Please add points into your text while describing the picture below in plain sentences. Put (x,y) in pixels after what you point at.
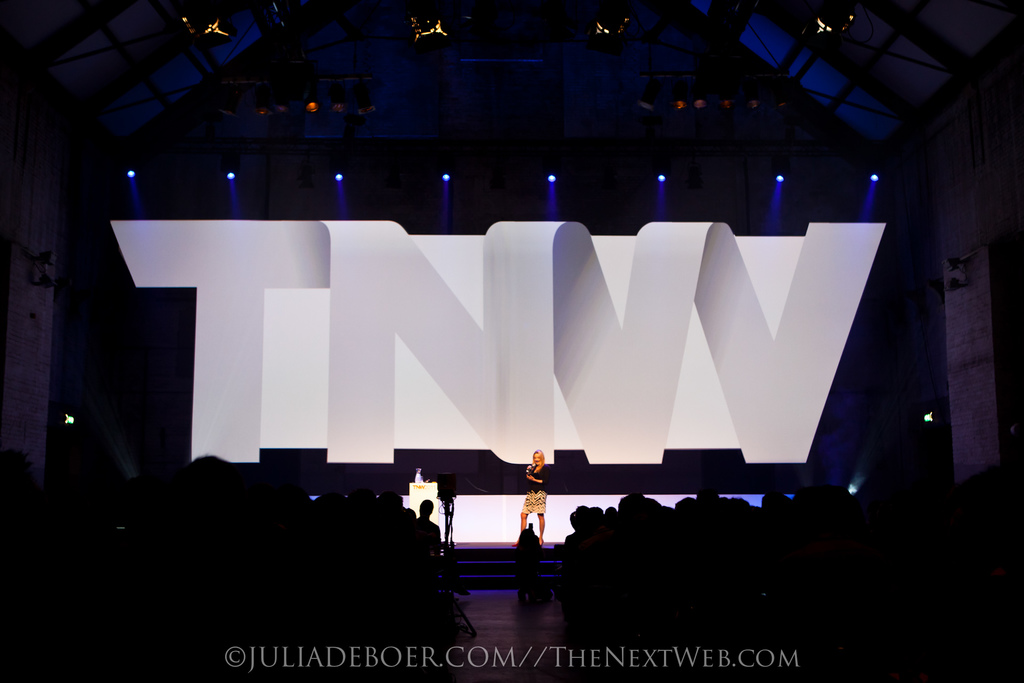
This part of the image is dark where we can see these people (169,497) are sitting on the chair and this person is standing on the stage (478,553) and we can see a podium (436,488) here. In the background (833,264), we can see the show lights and here we can see some text (503,435). Here we can see the watermark (591,658) on the bottom of the image (463,658).
